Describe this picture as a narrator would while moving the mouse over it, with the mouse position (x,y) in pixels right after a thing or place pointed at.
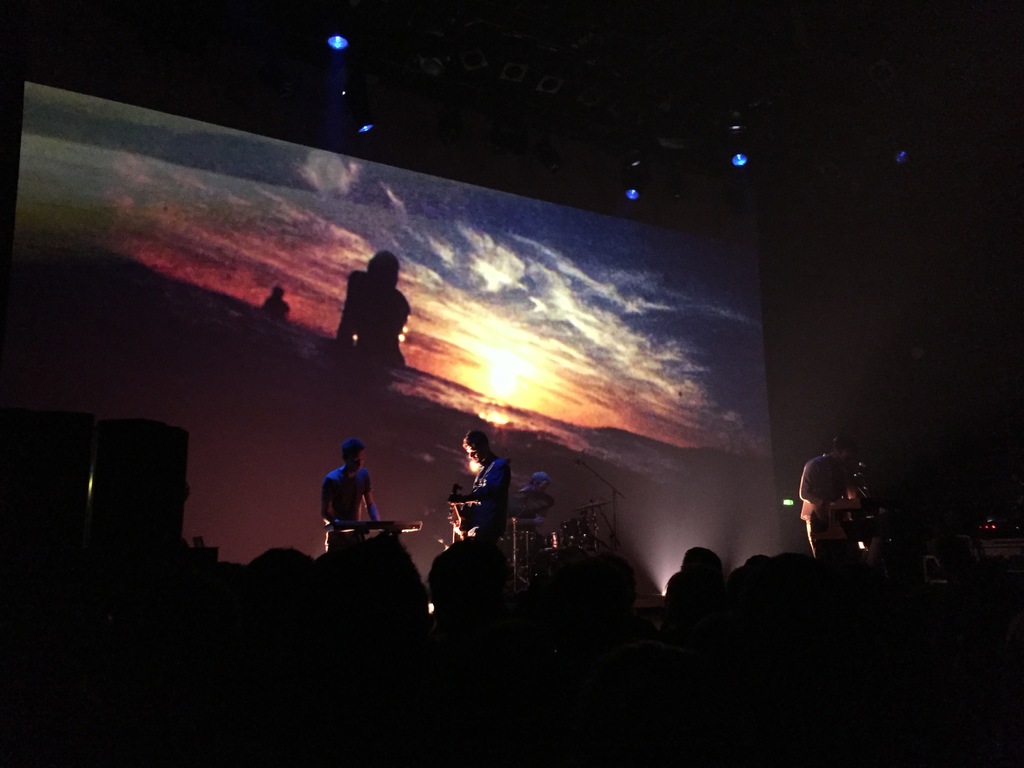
In this picture I can see few people (395,668) and I can see a man (502,517) playing a guitar (454,521) and another man (338,547) playing a keyboard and I can see drums (585,551) and a man (804,474) playing another musical instrument (849,533) on the side and I can see a display screen (678,348) on the back (682,418) and few lights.
